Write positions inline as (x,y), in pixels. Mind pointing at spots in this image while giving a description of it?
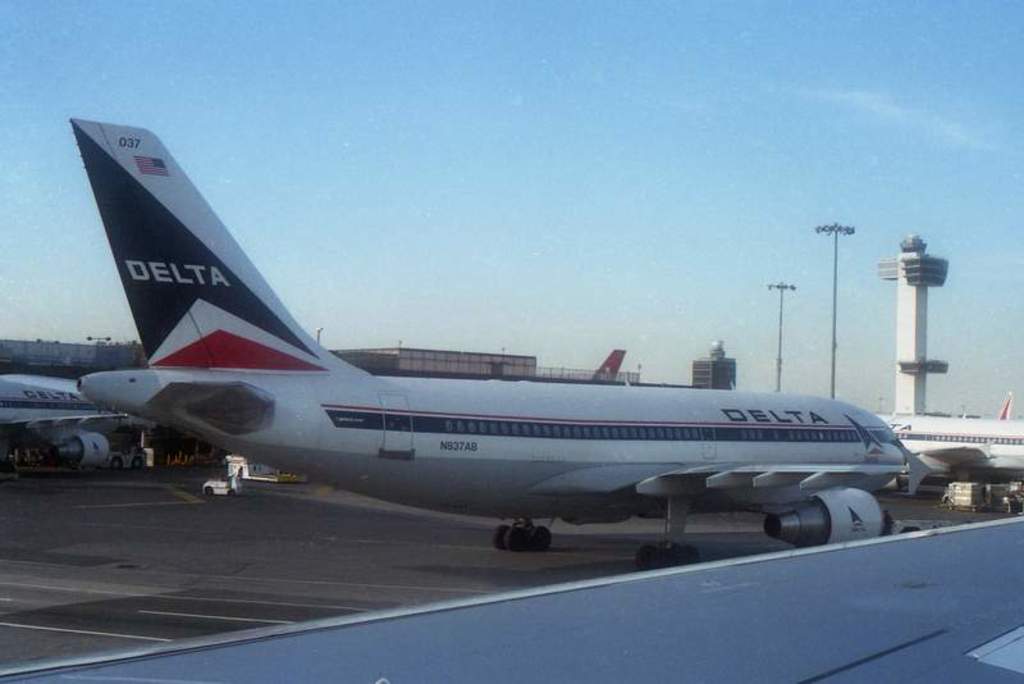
In this image I can see in the middle (488,446) there is an aeroplane (646,514) in white and blue color. It looks like an airport (574,525), at the top (620,147) it is the sky (690,155). On the right side (834,376) there are lights (837,241).
